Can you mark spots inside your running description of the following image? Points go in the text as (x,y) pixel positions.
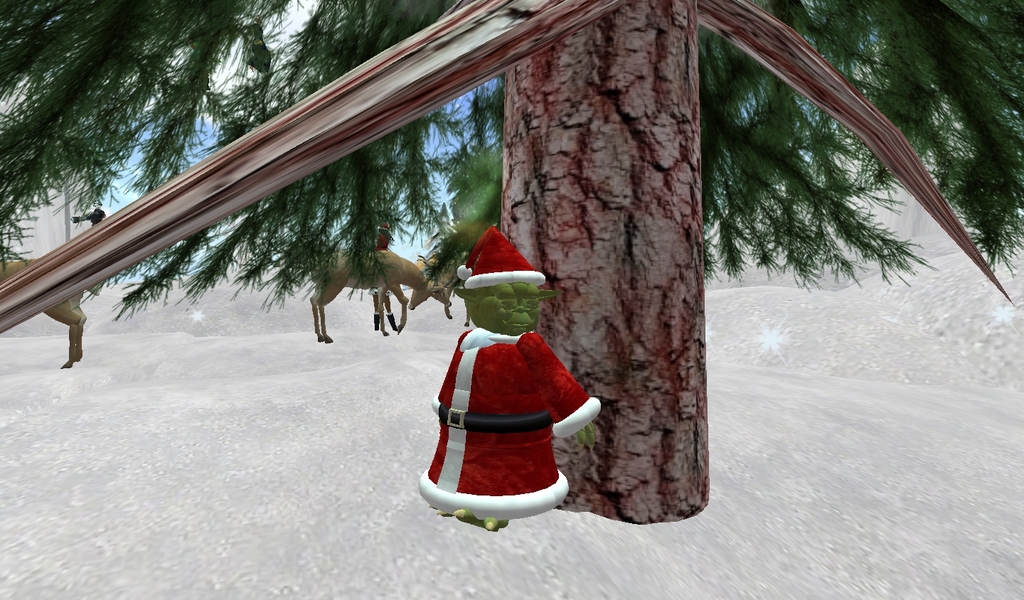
This is an animated image. Here I can see a tree (592,236), beside that I can see an animal (509,339) wearing red color dress (467,414). In the background (317,300) there are some animals (73,319).
